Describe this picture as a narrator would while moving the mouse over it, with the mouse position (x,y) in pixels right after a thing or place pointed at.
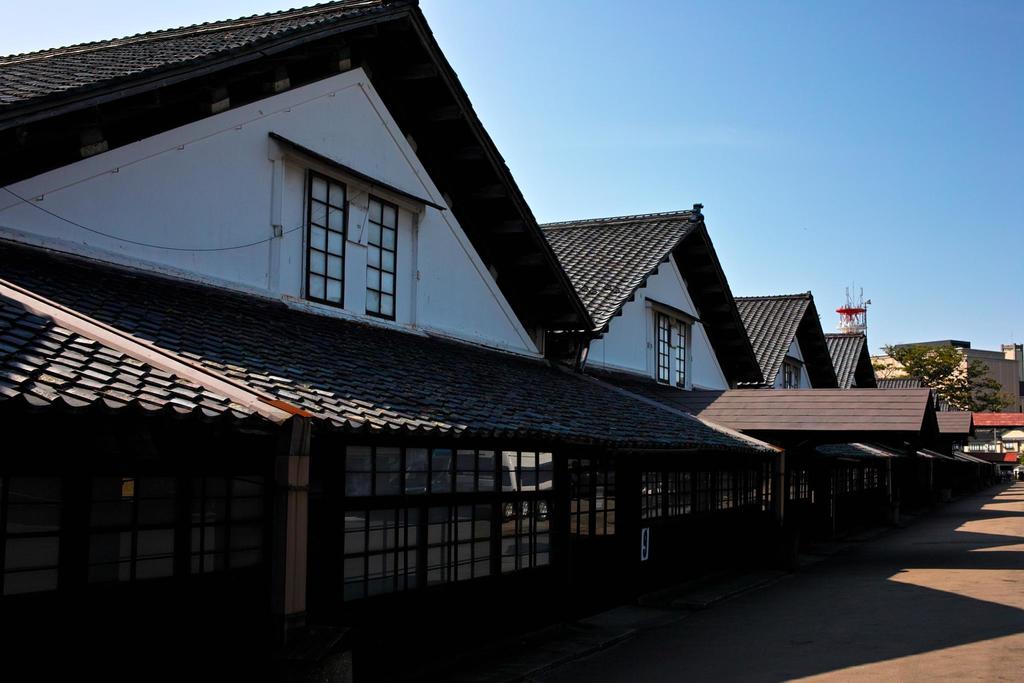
This image is clicked on the road (895,626). Beside the road (896,616) there are buildings (757,368). There are windows (386,230) to the walls (640,337) of the buildings (840,369). To the right (960,375) there is a tree (930,365) behind a building (893,390). At the top (715,115) there is the sky (691,115).
